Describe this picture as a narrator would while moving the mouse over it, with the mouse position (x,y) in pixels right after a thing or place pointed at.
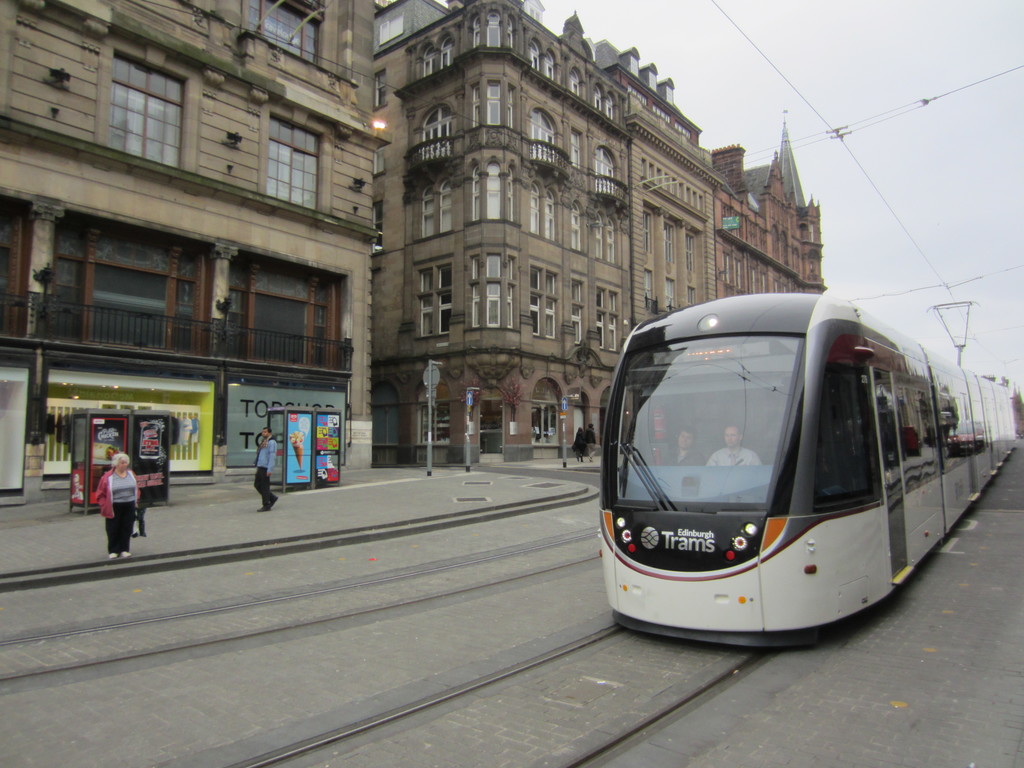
In this image we can see few building (463,219). There is a sky (902,87) in the image. There are few people (112,556) in the image. There is a train (947,494) in the image. There are few objects (292,479) on the footpath (301,491). There are few electrical cables (847,124) in the image.
